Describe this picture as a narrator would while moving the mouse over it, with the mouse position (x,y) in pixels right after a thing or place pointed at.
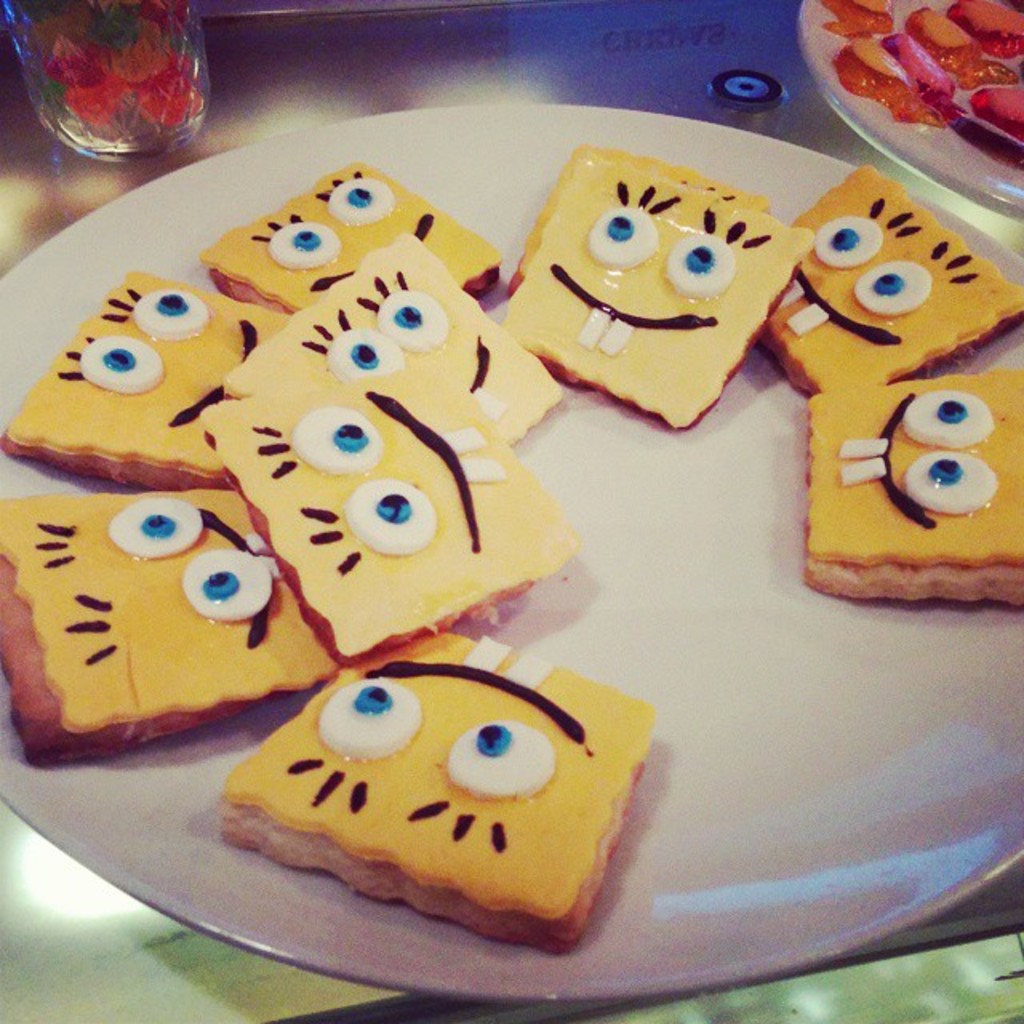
In this picture we can see there are food items (729,233) in the plates (833,167). In the top left corner of the image (106,75), there is a glass (134,68).
